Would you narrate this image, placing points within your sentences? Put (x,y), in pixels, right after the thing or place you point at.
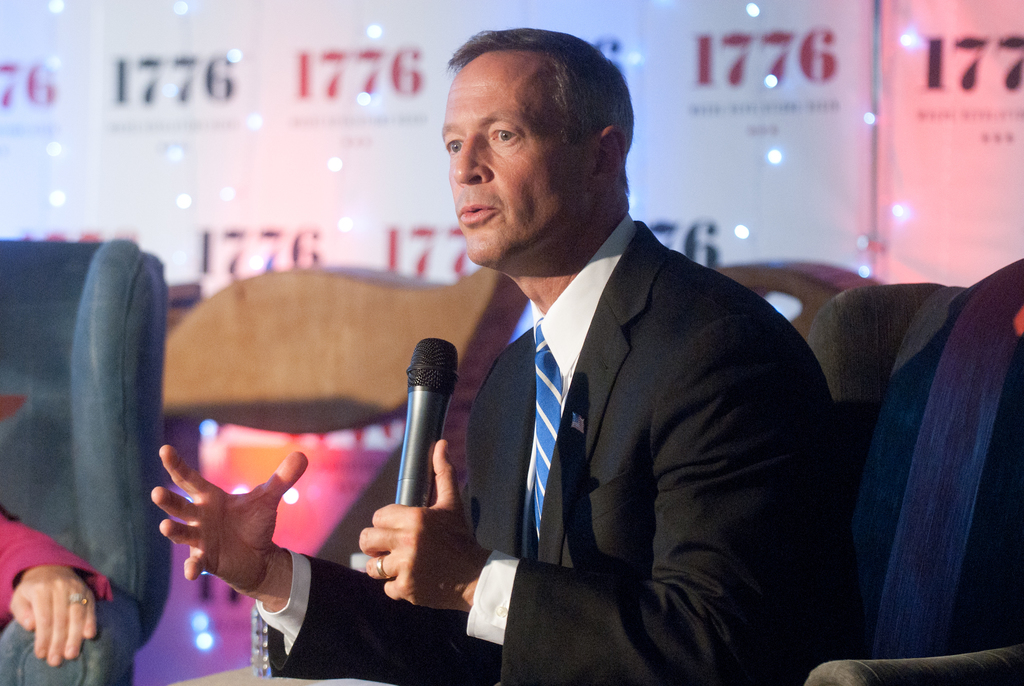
In this image there is a man (753,406) sitting on a chair (848,310). He is holding a microphone (416,423) in his hand (435,453). Behind him there is a board (822,84). There are numbers (939,70) and lights (902,42) on the board (257,206). To the left (39,576) there is a hand (23,578) of a person (51,598) on the couch (102,618).
